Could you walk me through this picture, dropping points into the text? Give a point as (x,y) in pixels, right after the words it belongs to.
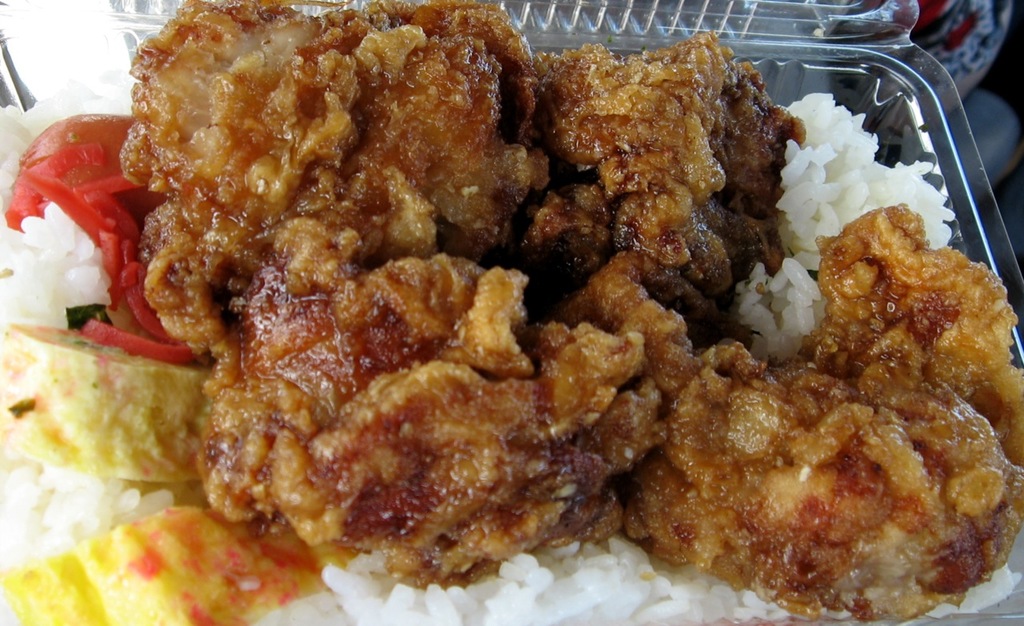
In this picture we can see food (540,404) in a box (901,84) and in the background (962,32) we can see an object (973,25).
